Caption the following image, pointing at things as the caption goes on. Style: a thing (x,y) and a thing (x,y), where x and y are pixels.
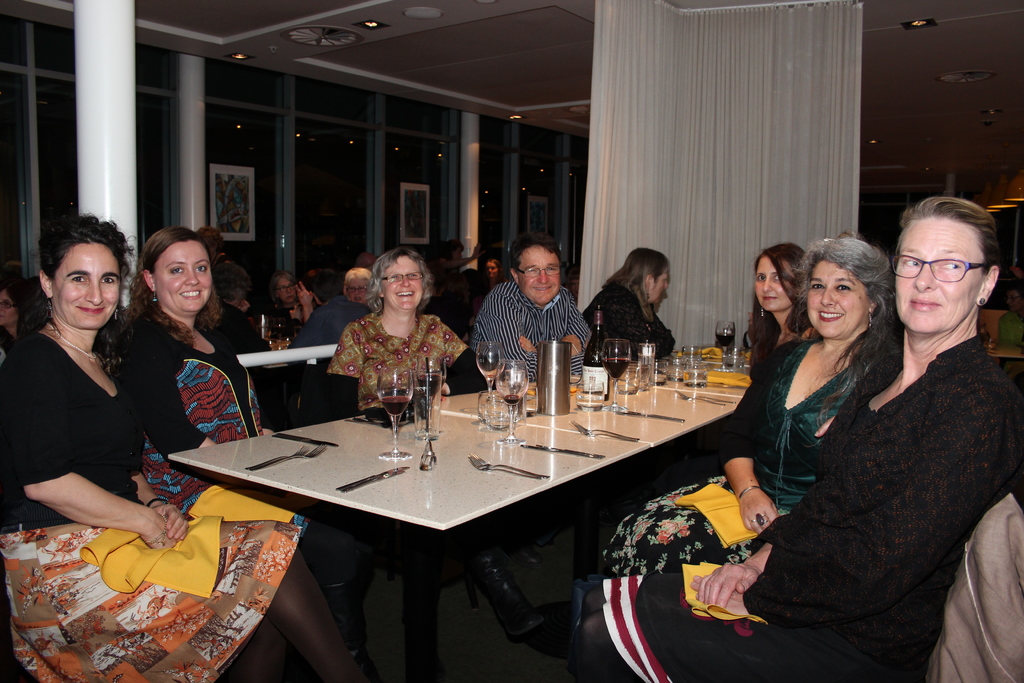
Here we can see a group of people (139,423) are sitting on the chair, and in front (648,406) here is the table (673,399) and wine glass (627,360) spoons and some objects (652,354) on it, and here is the curtain (589,159), and here is the pillar (475,148), and here are the lights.
